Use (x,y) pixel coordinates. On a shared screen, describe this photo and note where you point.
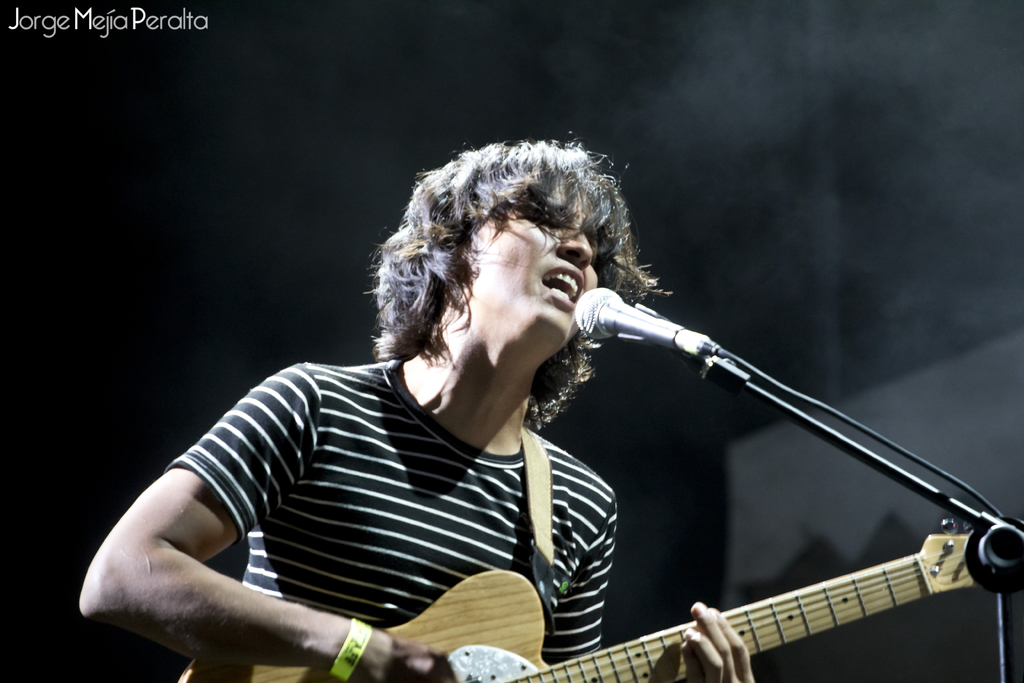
This pictures seems to be of inside. In the center (552,345) there is a man (506,284) wearing black color t-shirt (336,463), playing guitar (751,644) and singing. On the right (1002,517) there is a microphone (627,334) attached to the stand (1007,656). In the background (1001,147) we can see a wall (461,64) and there is a watermark (79,24) on the picture.
